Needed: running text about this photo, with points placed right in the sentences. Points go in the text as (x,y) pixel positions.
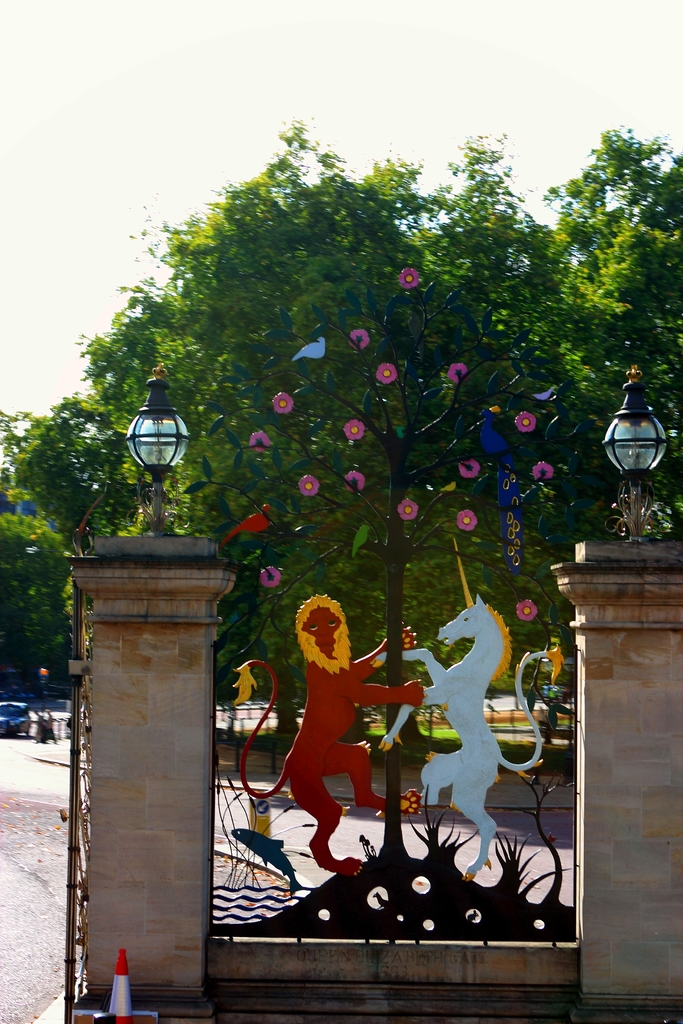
In this picture we can observe a gate (304,638) on which we can observe two animals (325,711). One is in red color and the other one is in white color. There are two lights (623,455) on the pillars (125,751). There is a road (31,790). In the background (277,286) there are trees (292,278) and a sky (244,157).
